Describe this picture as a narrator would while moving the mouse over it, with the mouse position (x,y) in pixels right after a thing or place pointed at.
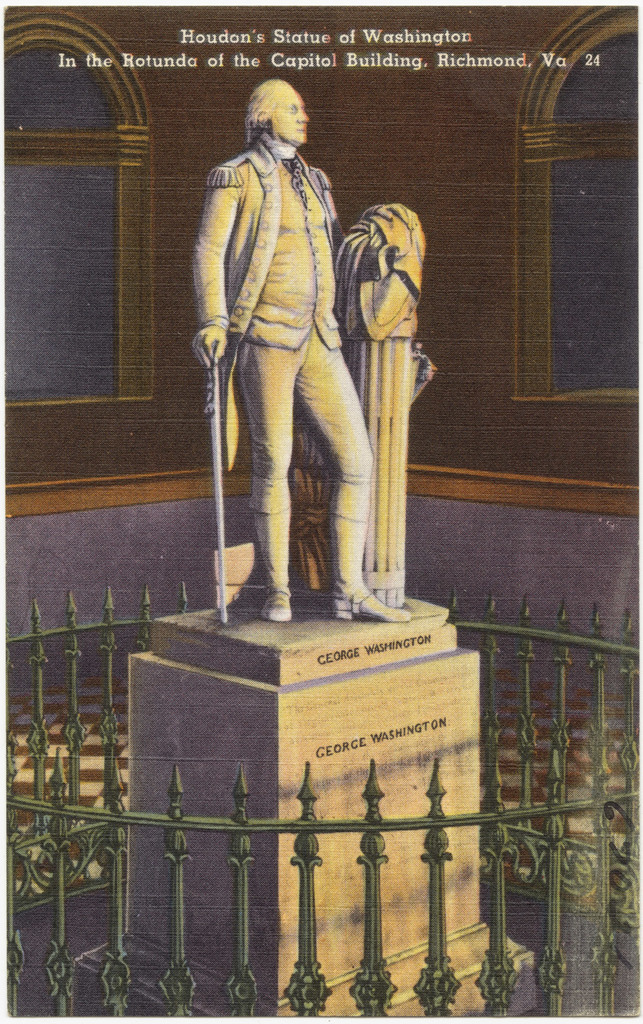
In this image we can see the statue (336,456) of a person (317,393). A person (337,421) is holding an object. There is a fence (376,925) in the image. There is some text (369,40) at the top of the image (400,36).
